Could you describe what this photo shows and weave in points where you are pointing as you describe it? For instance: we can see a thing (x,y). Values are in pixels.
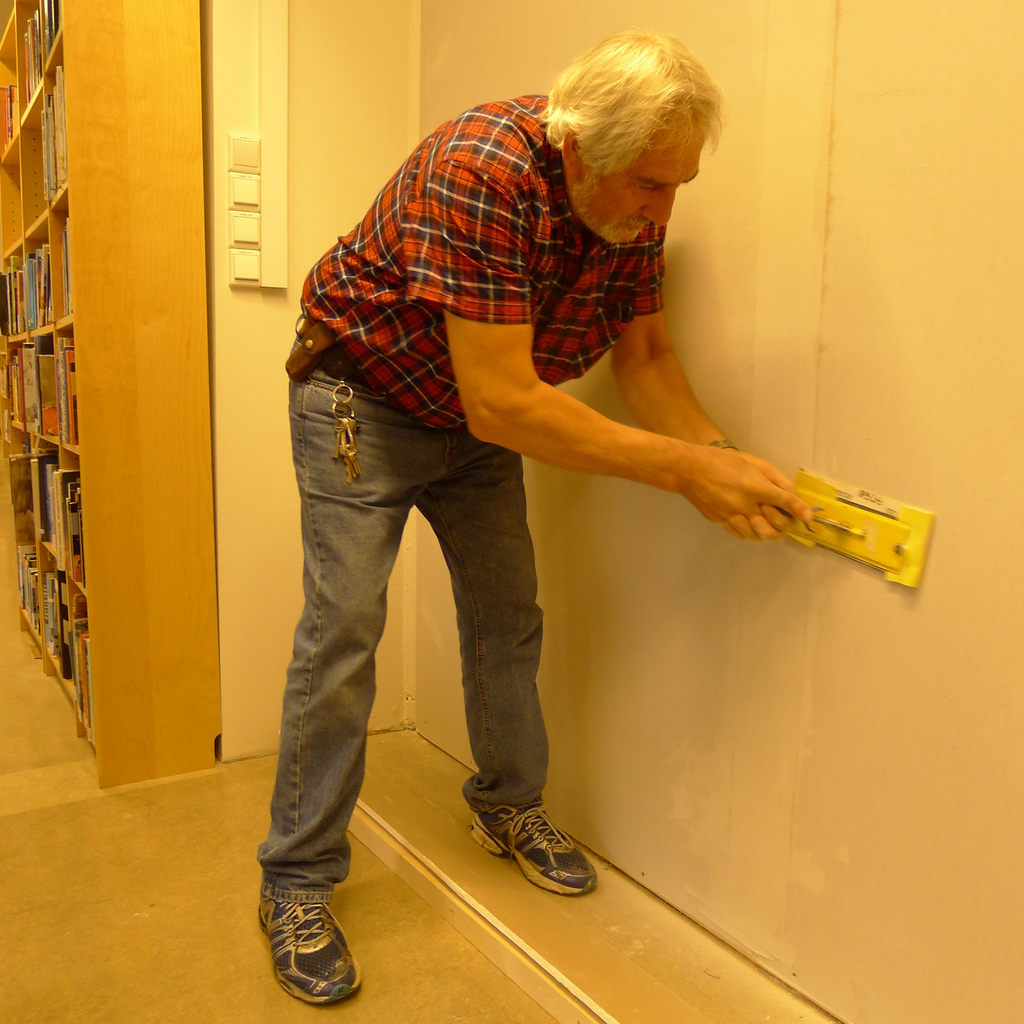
In this image we can see a person (449,482) holding an object (853,535). There are few objects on the wall (801,764). There are many books (61,594) on the rack (45,552). We can see the keys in the image.
